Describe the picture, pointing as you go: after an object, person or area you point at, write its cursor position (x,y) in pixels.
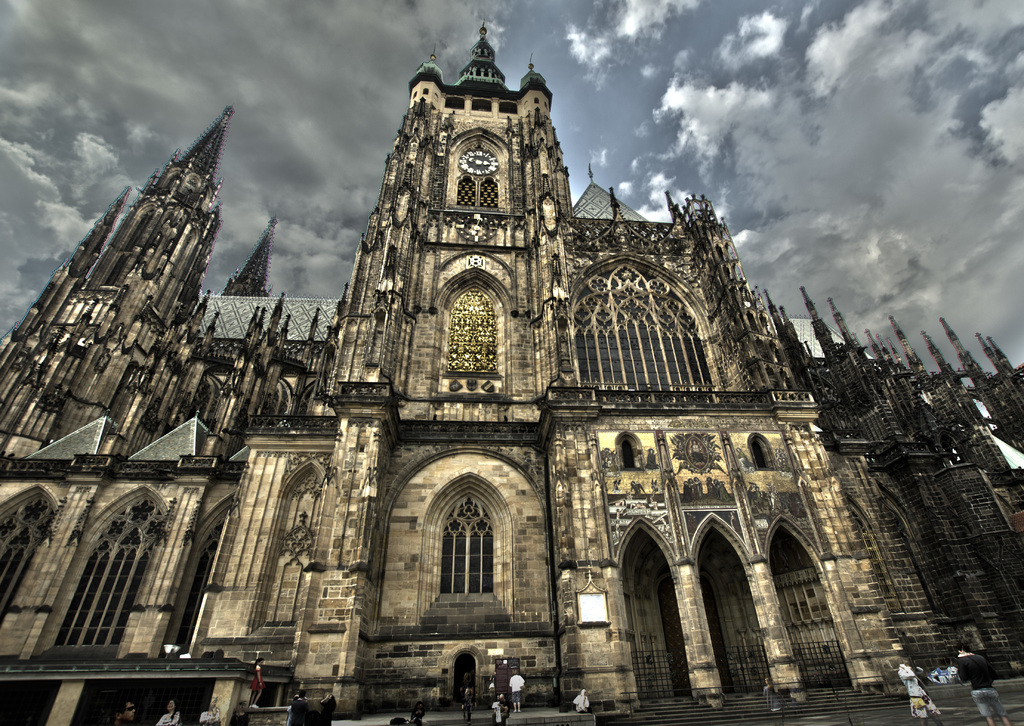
This picture is clicked outside. In the foreground (969,660) we can see the group of people (988,667) and in the center (450,316) there is a building (450,244) and the spire (198,166) and we can see the clock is hanging on the wall (504,205). In the background (721,199) there is a sky (619,104) which is full of clouds (742,214).
